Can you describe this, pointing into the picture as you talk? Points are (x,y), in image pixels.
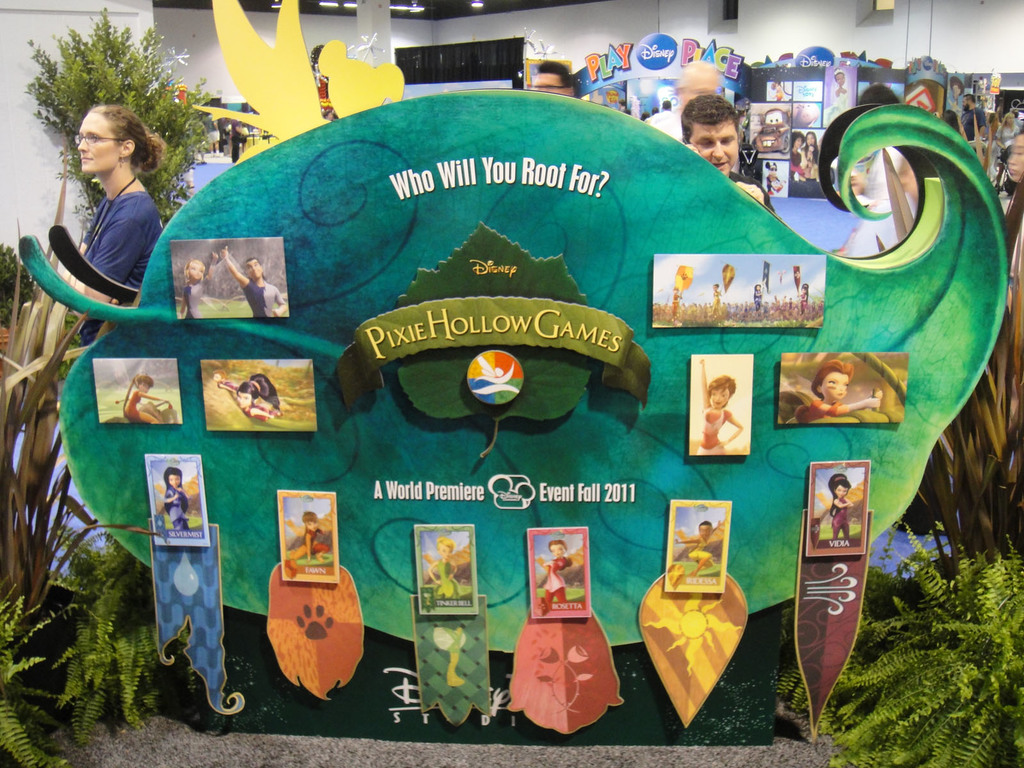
In the foreground of the picture (800,490) there are plants (61,496) and a board (327,318), to the board (540,408) there are many photographs (246,363) sticked. In the middle of the picture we can see people (145,162), plants (168,180) and other objects (591,73). In the background (347,33) there are lights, wall (52,12), posters (780,85) and other objects (448,61).
